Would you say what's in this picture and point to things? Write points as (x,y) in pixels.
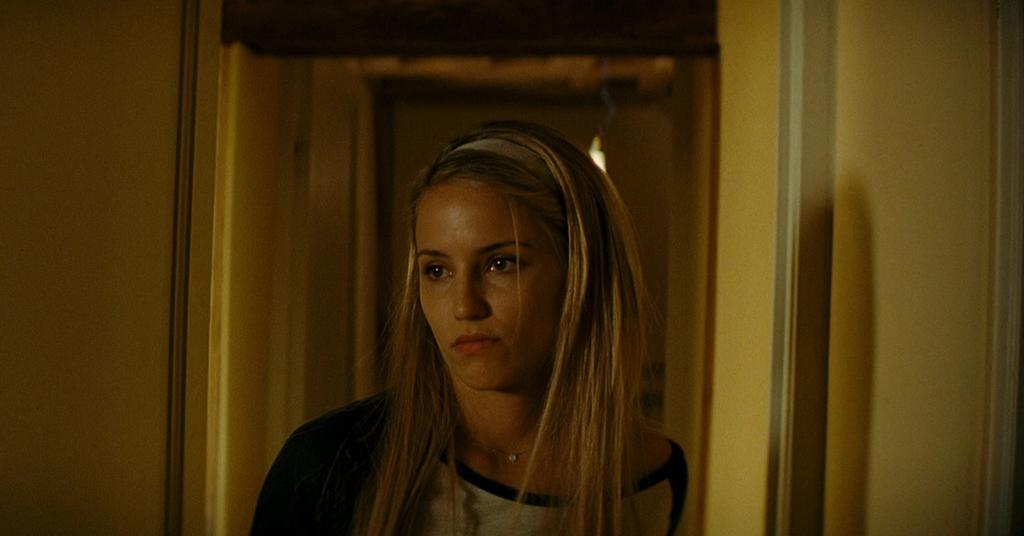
In this image we can see a lady (508,231), also we can see the walls (651,182), and the light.
